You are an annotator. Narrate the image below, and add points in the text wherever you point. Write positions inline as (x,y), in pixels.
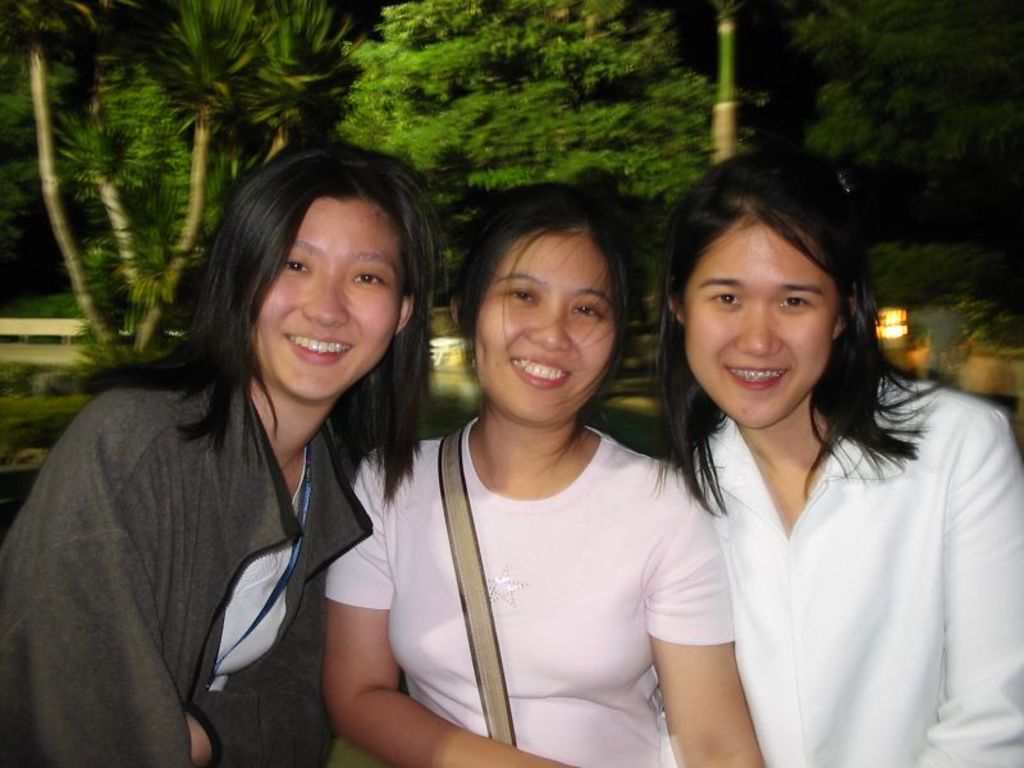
In this image we can see three ladies (505,429), behind them, there are trees (148,199), plants (160,192), and a light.
